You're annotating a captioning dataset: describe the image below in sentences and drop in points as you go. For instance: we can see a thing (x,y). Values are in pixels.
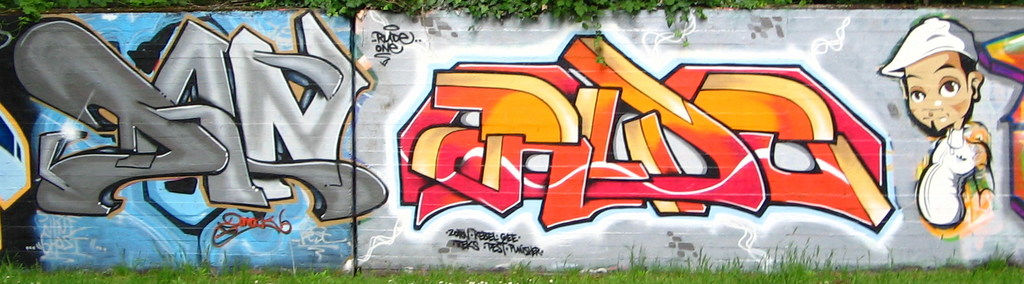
In this image I can see at the bottom (772,283) there is the grass (446,271), in the middle (344,172) there is the painting (518,171) on the wall (577,133). At the top (398,2) there are leaves (731,4) in green color.
